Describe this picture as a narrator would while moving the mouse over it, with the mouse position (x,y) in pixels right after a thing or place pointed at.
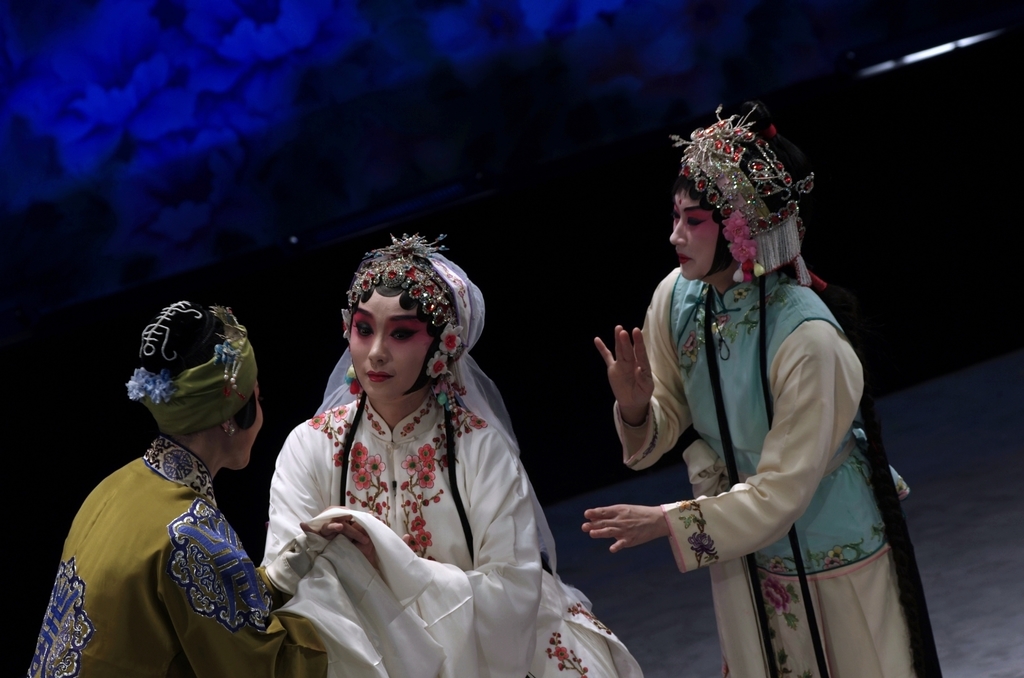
Here in this picture we can see three women (375,478) standing on a stage (682,584) with different kind of dresses (303,506) on them and they are also wearing head gears (428,310) on them and performing an act over there.
